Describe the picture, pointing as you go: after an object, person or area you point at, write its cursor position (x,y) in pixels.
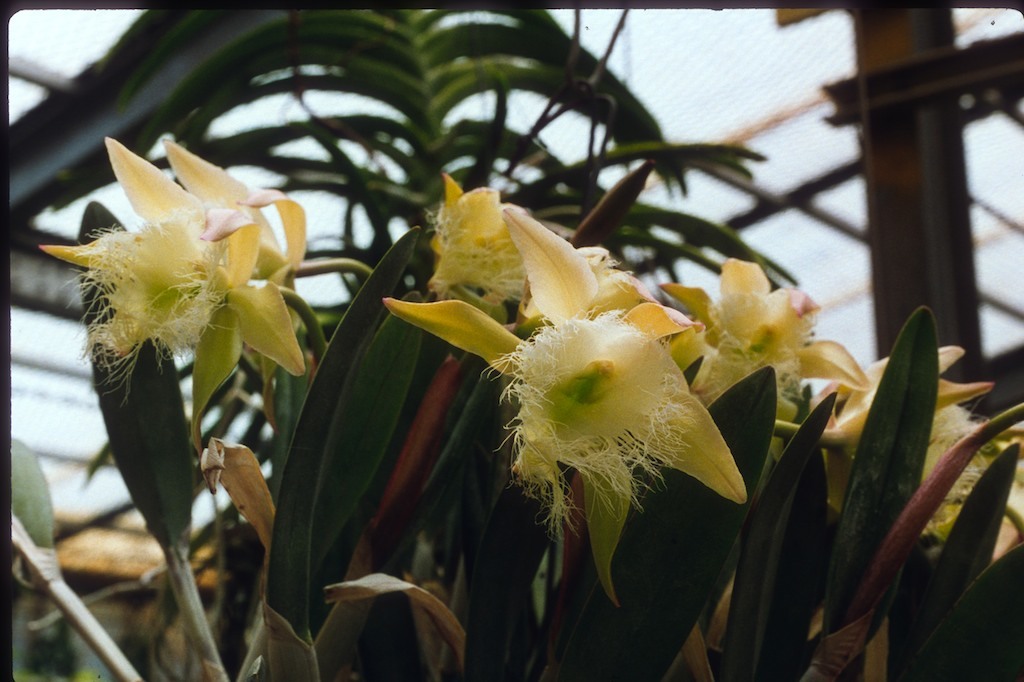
In this picture I can see some yellow flowers (709,309) on the plants (347,503). At the top (789,151) I can see the net (800,166) which are attached to this poles (837,183). At the bottom (949,590) I can see many leaves (975,505). In the top right (819,158) I can see the sky (681,44).
